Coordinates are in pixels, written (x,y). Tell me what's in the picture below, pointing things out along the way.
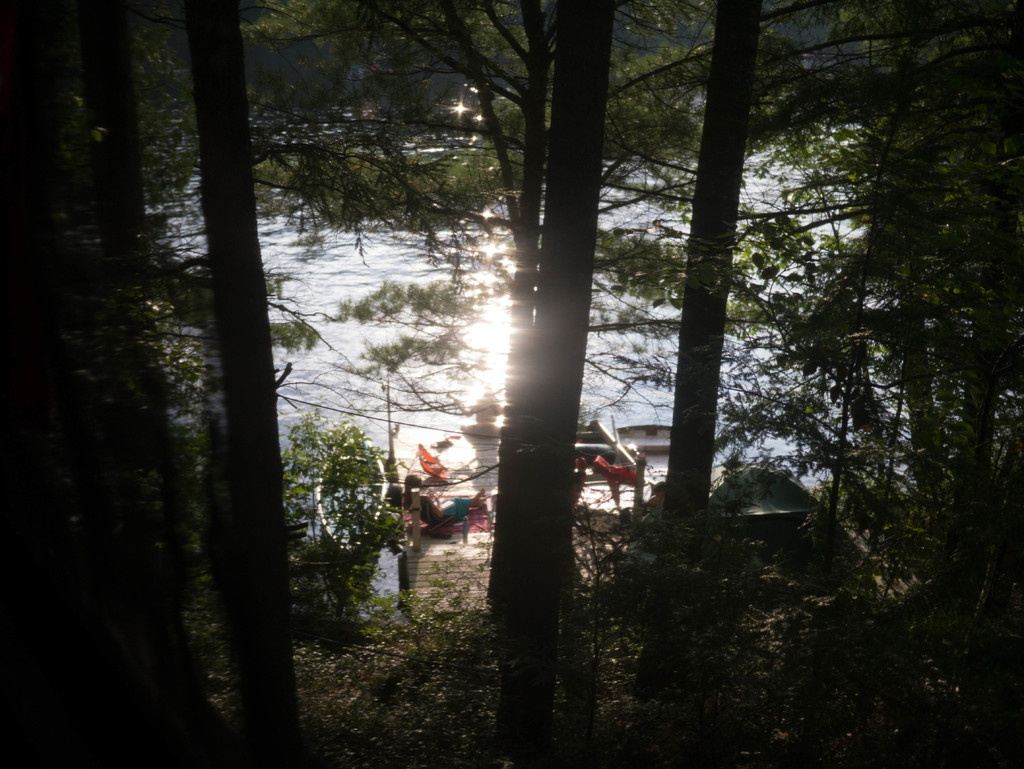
In the center of the image (481,429) we can see bridge (434,569), person (460,498), clothes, boats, umbrella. In the background of the image (470,320) we can see trees (441,346) and water (446,320). At the bottom of the image (408,707) we can see the ground (443,678).
